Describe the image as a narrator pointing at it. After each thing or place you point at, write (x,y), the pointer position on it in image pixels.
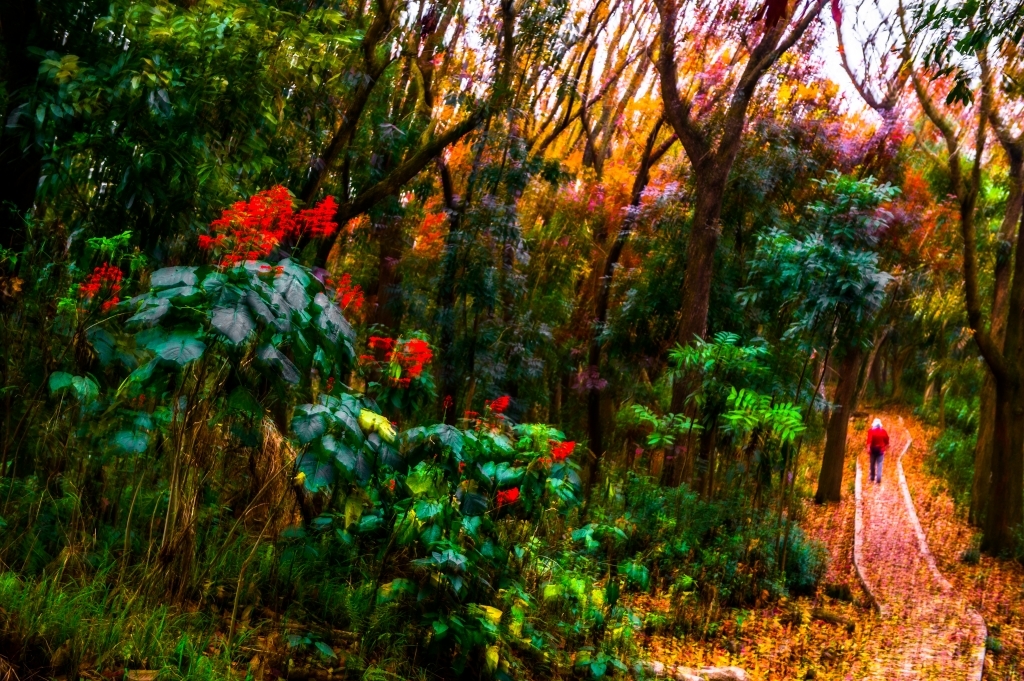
This image is slightly blurred, where we can see plants (321,496), a person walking on the way (922,582), dry leaves (867,631), trees (683,209) and the sky (914,50) in the background (843,57).
